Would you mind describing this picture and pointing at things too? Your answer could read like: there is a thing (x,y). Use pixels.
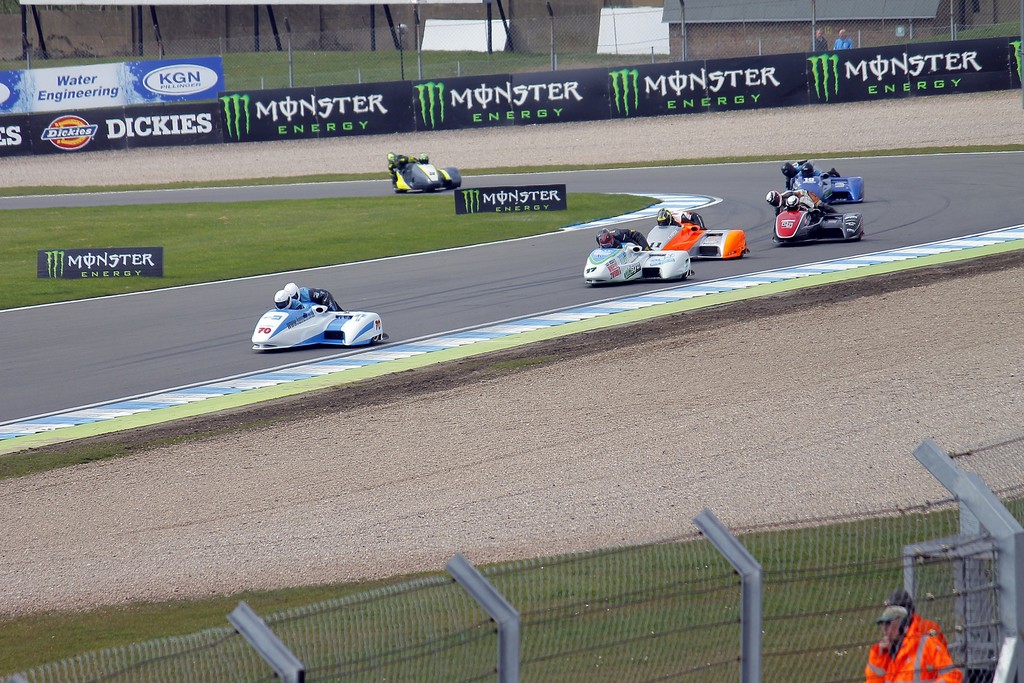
In this picture, we can see a few people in vehicles (289,337), and we can see the road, ground (769,476) with grass (778,610), fencing (931,599), poles (276,669), posters (130,124), and we can see boards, and a person (908,674) in the bottom right corner (882,668) and a few people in top side of the picture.
